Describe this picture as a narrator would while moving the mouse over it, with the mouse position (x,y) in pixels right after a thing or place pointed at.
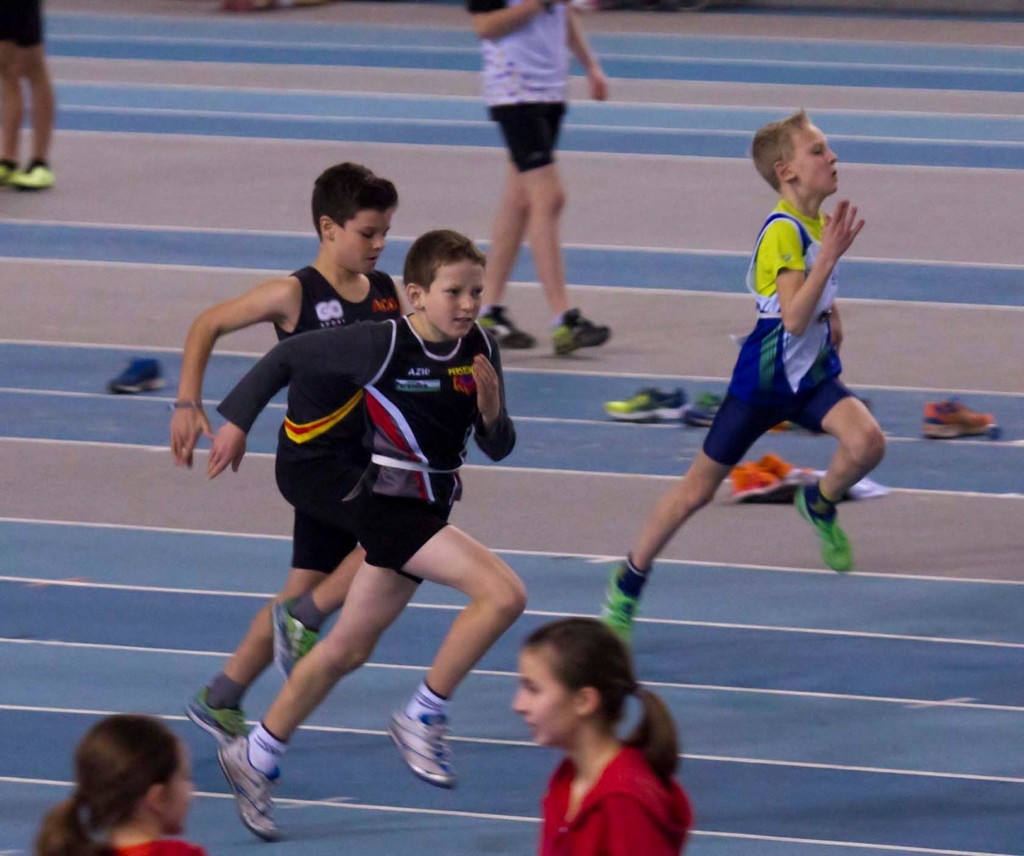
In this image I can see few children (294,357) running and few children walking on the path (961,479), at the middle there are some shoes (981,436).
